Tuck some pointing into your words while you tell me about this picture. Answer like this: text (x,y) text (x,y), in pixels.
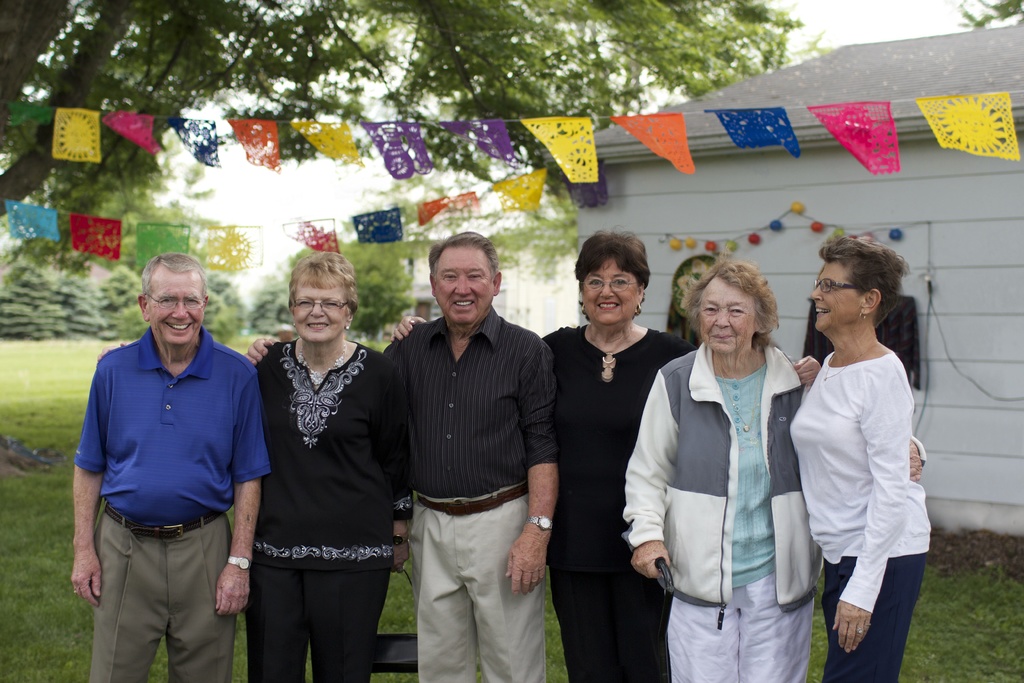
In this picture, we can see a few people (816,495), ground (33,507), grass (33,507), trees (128,235), and we can see some small flags (66,136) with rope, and we can see the house (939,284), and the wall (920,212) with some objects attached to it, we can see the sky (957,26).
